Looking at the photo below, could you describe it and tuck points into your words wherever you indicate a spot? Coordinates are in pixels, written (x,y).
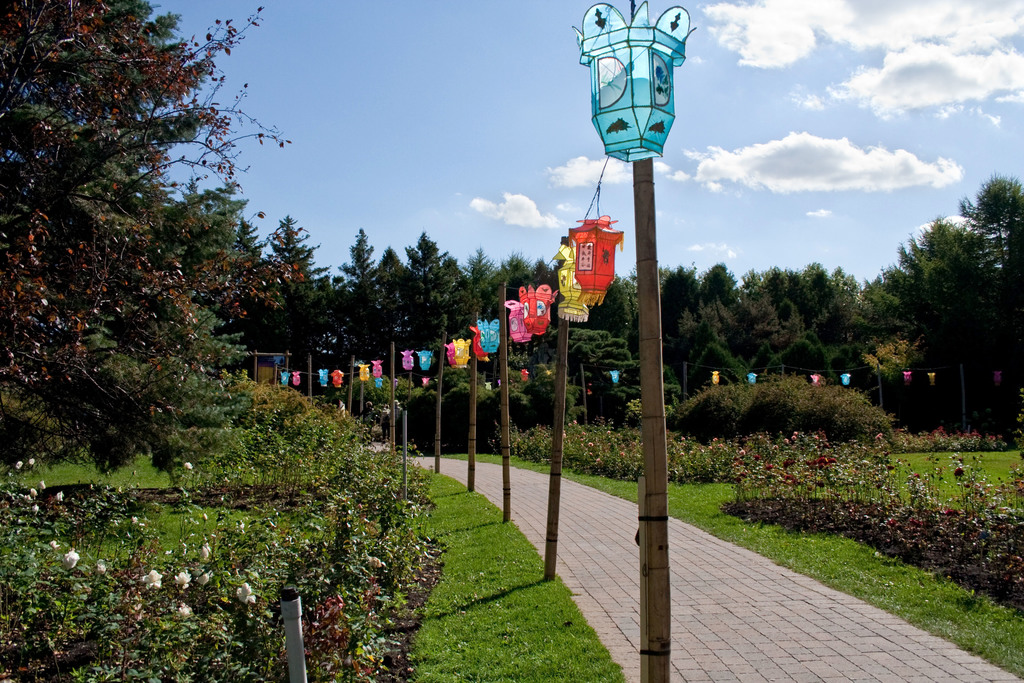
In this image there are plants (395,508) with flowers (677,436), grass (462,539), poles (438,459), trees (326,353), a walkway (812,657), paper lanterns (645,25) with the rope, sky (386,242).
